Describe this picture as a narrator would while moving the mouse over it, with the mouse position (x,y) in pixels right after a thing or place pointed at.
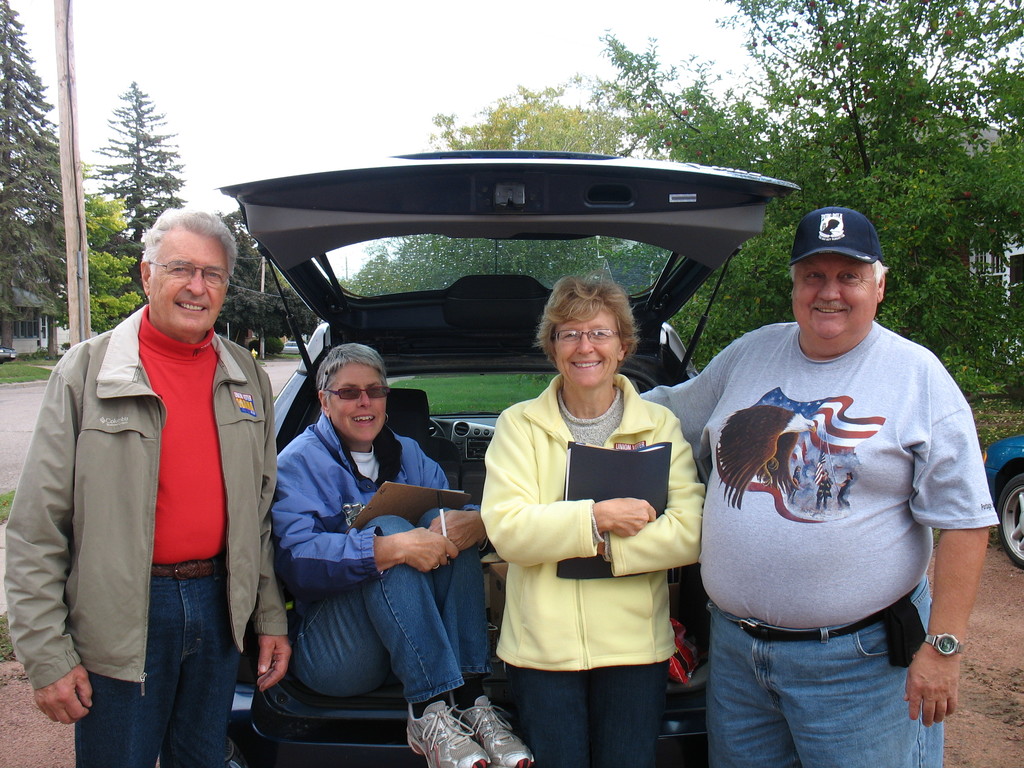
In this image a woman (458,742) is sitting at the back side of the car (390,378). A woman (655,429) standing, holding file (614,461) in her arms (676,432) is wearing spectacles (611,335). Person (749,761) at the right side of image (884,365) is standing and smiling is wearing a cap (846,248) and watch (945,636). The left side person (234,609) is standing is wearing a red shirt (198,537), jeans pant (206,689). At backside there are trees (45,232) and there is a sky (545,45). Right side (1015,518) corner there is a car (1017,503).
